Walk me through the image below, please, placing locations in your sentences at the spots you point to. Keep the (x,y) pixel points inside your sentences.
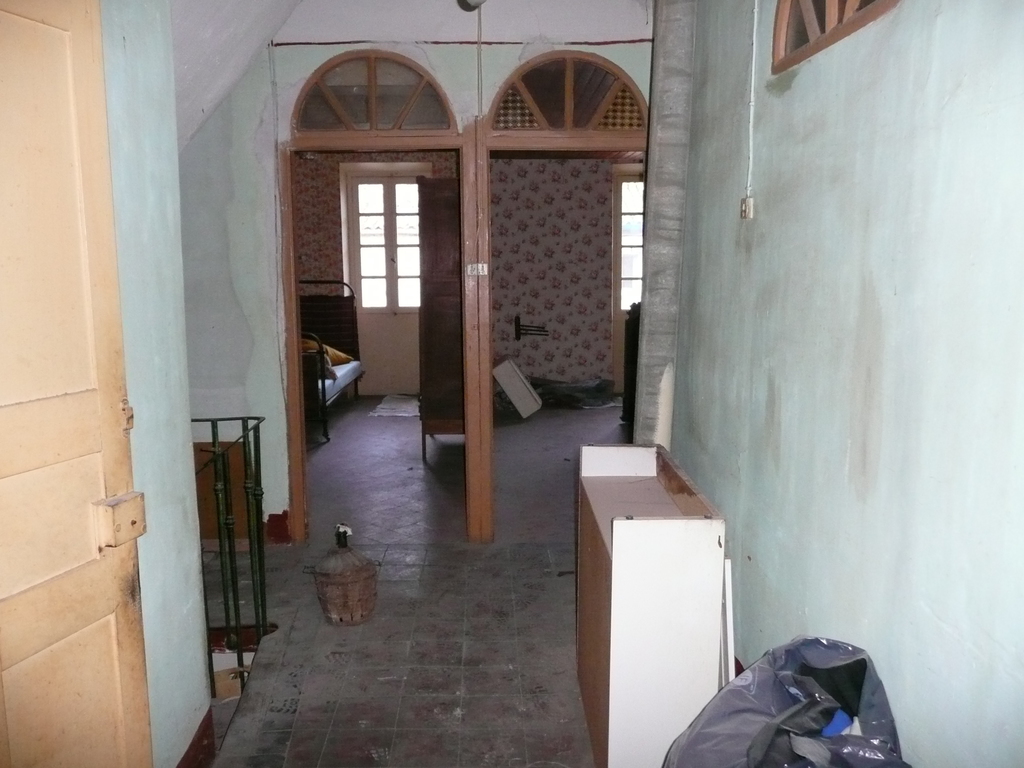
In this picture I can see an inner view of a room (458,279). Here I can see four windows (396,330), a bed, a door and some objects (366,585) on the floor (304,566). On the right side (919,407) I can see a wall (823,523) and wooden object (660,603).
